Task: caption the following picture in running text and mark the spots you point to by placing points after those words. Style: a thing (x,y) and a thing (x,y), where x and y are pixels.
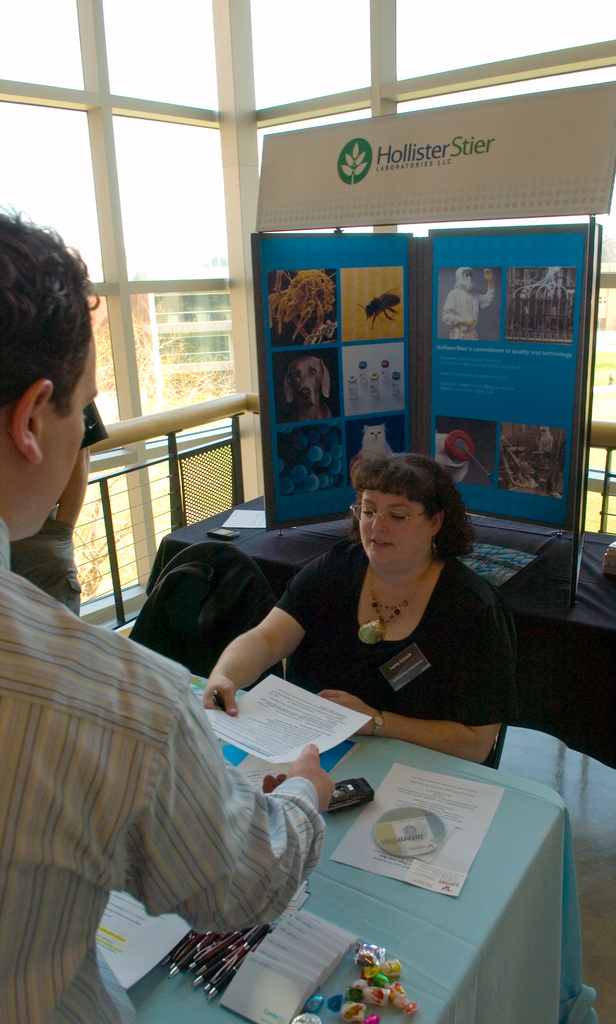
In this image I can see few people (170,752) with different color dresses (42,699). I can see one person (224,881) is holding the paper (293,693). There is a table (429,909) in-front of these people (18,742). On the table (502,933) there are pens (238,966), papers (127,978) and some objects (373,1018). In the background (367,448) I can see the colorful board (380,354). I can also see the building (214,351), sky (212,45) in the back (269,41).
